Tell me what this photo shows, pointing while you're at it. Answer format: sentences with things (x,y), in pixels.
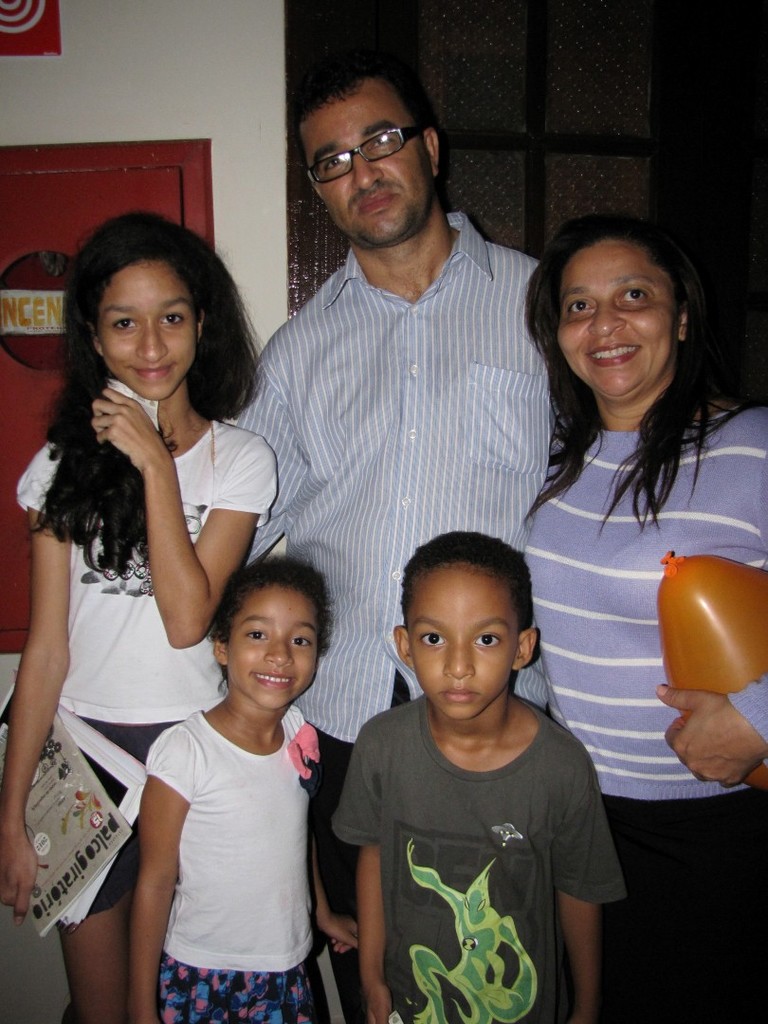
In this picture, we see three children (248,719), a man (376,258) and a woman (614,476) are standing. Some of them are smiling and they might be posing for the photo. The girl (185,287) on the left side (142,667) is holding a booklet (114,805) in her hand (13,903). The woman (731,722) on the right side (746,707) is holding an orange balloon (706,671) in her hand (723,771). Behind them, we see a white wall (284,173) and a door (454,90). On the left side (189,157), we see a red cabinet (72,225).
